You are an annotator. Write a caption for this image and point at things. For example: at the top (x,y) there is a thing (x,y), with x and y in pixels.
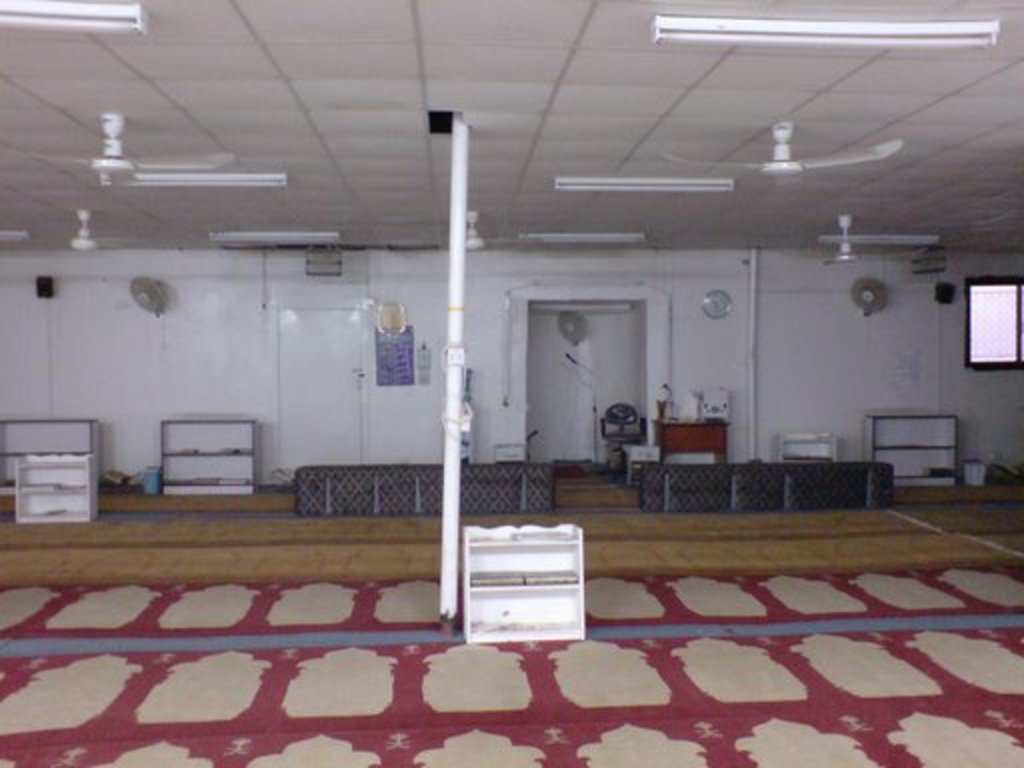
Here in this picture we can see a pole (457,176) present in the middle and we can see some racks (238,456) present in the room (630,519) and we can also see lights (268,233) and fans (112,169) present on the roof (128,181) and in the middle (390,480) we can see some benches (716,486) present and we can also see a table (702,431) with some things (681,413) present over there and we can see a door (324,382) present on the left side (339,390) and on the right side (1002,284) we can see a window (1018,351) also present.
